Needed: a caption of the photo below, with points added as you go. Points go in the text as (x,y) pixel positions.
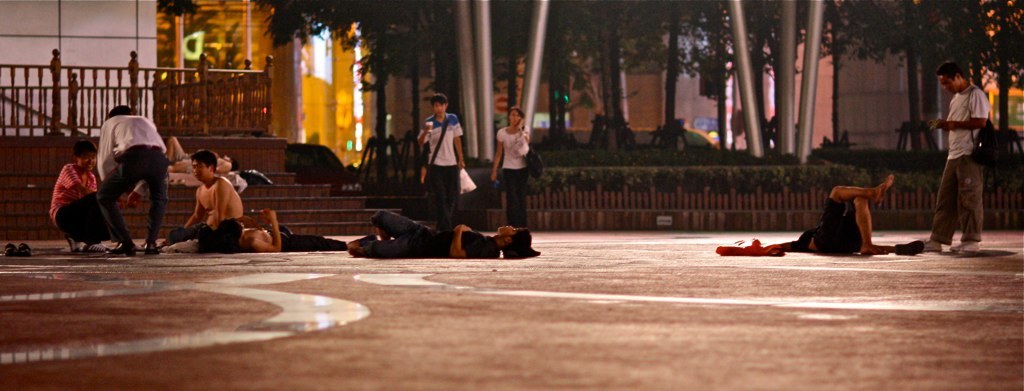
In this image we can see group of people (75,179) standing on the ground (520,259). some persons (364,242) are laying on the ground (781,239). In the background (495,91), we can see a group of trees (772,26), poles (786,26), buildings (339,81) and a barricade (260,100).
